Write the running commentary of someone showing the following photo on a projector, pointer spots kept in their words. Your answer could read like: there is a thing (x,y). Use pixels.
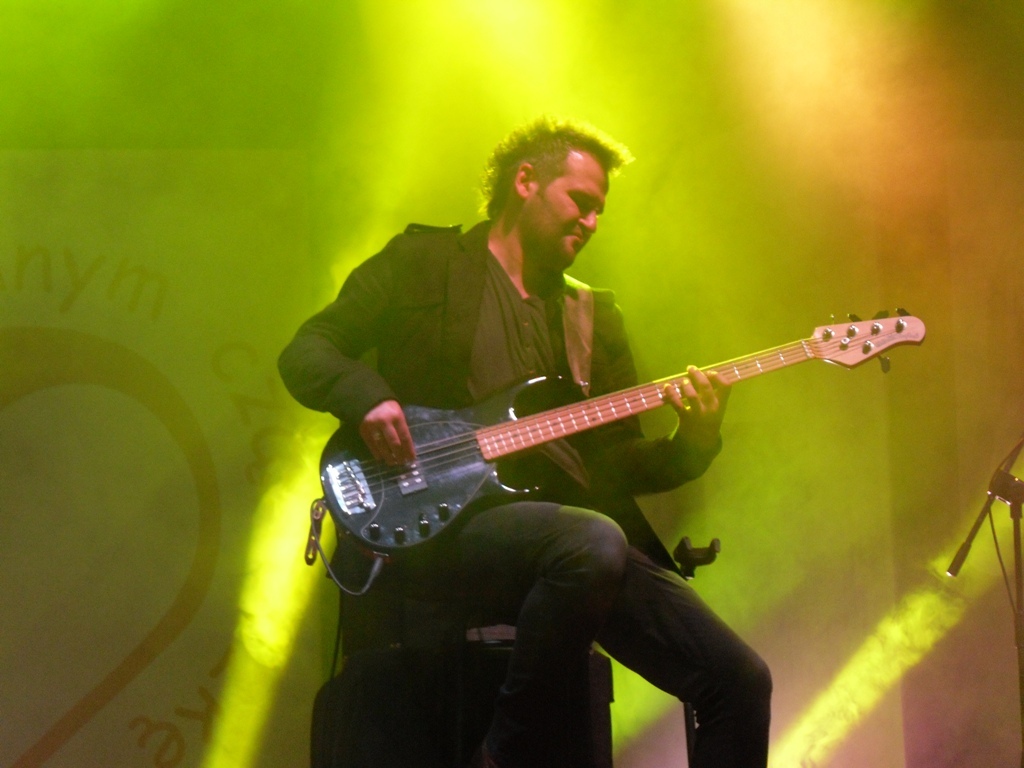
In this image there is a man (457,400) who is playing the guitar (500,440) by sitting on the chair (436,638). At the top (575,54) there are lights (542,59). In the background (159,290) there is a banner (114,569). On the right side (976,519) there is a stand (1004,491).
